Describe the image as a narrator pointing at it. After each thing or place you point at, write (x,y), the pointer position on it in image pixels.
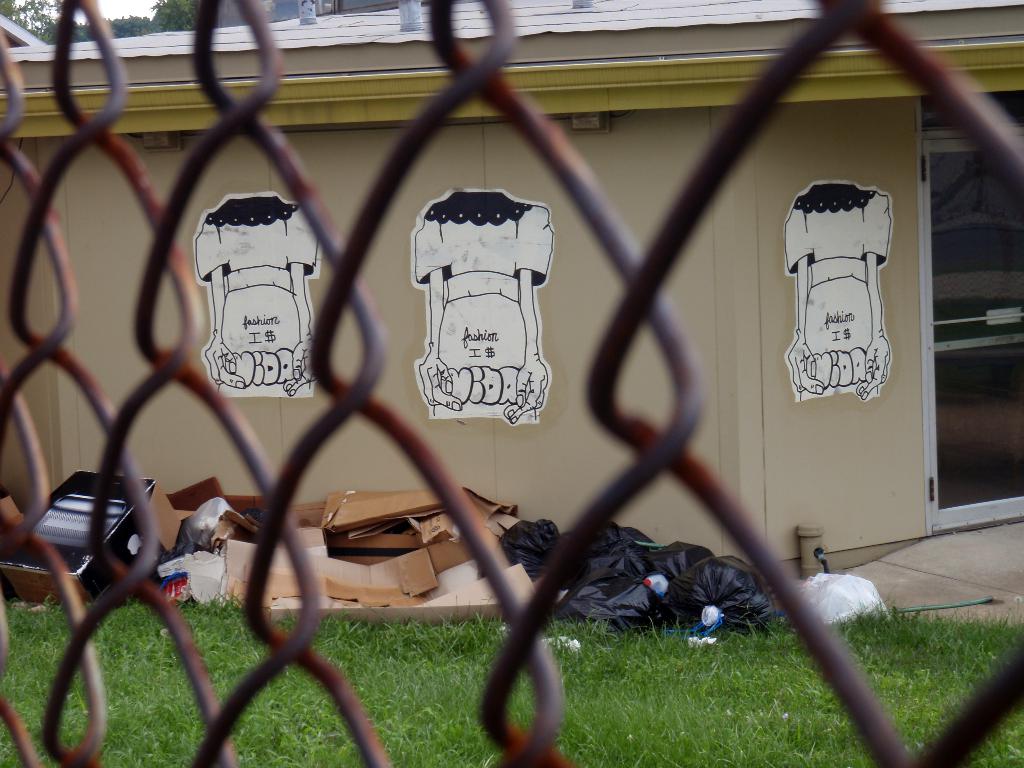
In the image there is metal fence (366,311) in the front (923,750) and in the back (459,322) there is wall (812,480) with some images (503,323) on it, the floor (760,648) is of grass (473,683) with cardboards (356,571) in front of the wall (896,538).
